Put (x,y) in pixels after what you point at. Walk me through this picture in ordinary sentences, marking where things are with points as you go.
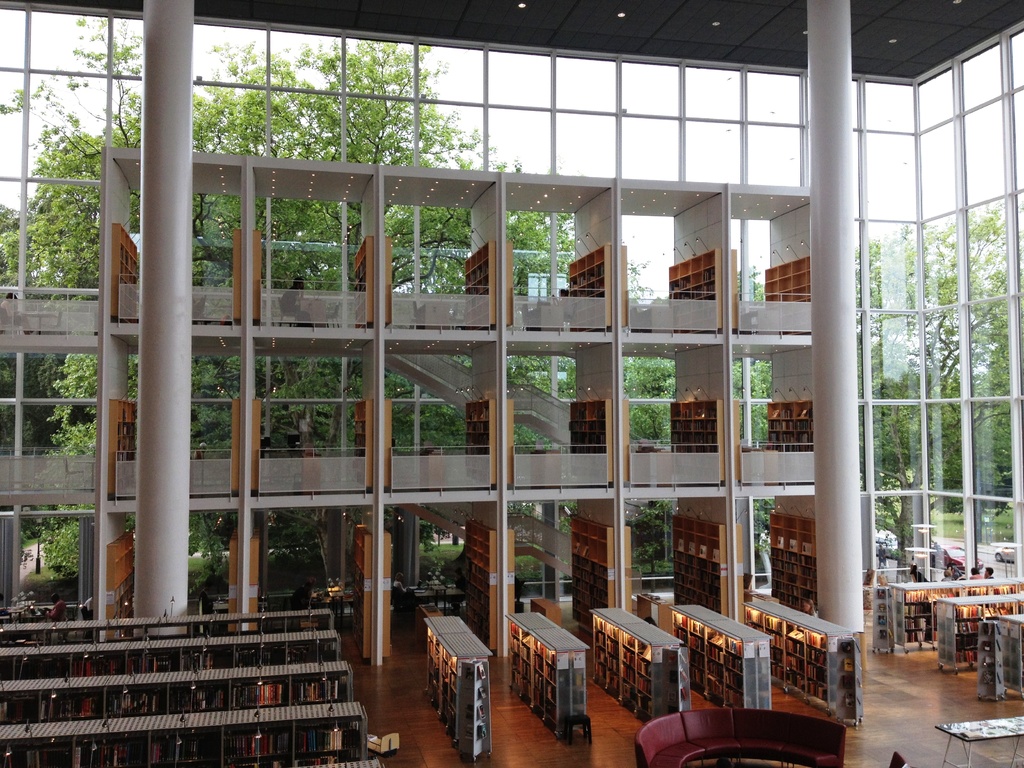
In this picture we can see an inside view of a building (419,627), here we can see pillars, floor (398,680), people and some objects (664,724) and in the background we can see trees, vehicles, sky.
